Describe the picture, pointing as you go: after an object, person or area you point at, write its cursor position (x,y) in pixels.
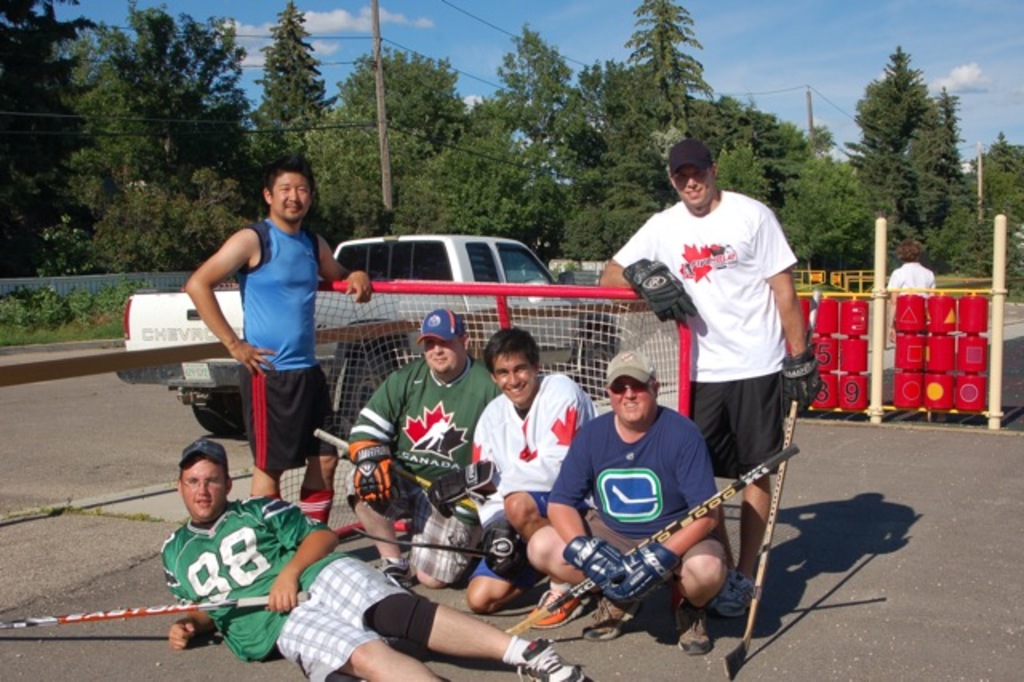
In this picture there are people (743,349), among them few people (458,564) holding sticks (248,606) and wore gloves (811,367) and we can see net (575,332), poles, vehicle (502,319) on the road (1023,448) and red objects (822,354). In the background of the image (863,266) we can see trees (584,213), poles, wires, plants (19,327) and sky (957,68).
